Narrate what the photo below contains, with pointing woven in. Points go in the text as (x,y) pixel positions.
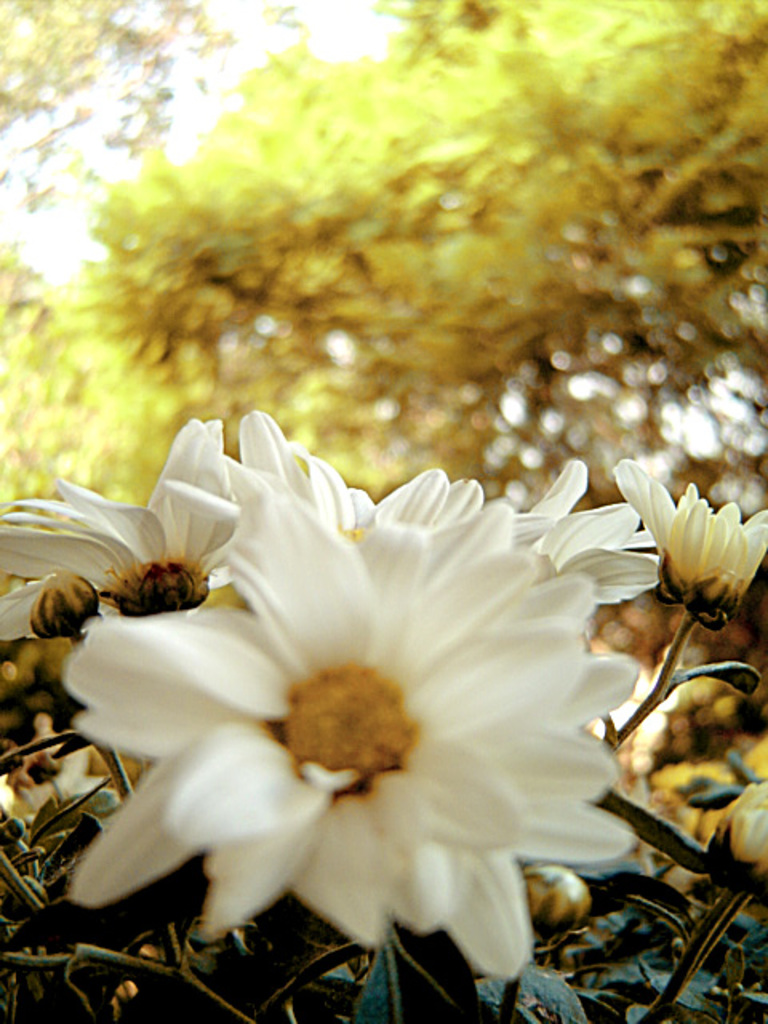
In this image there are few flowers (497,768), plants (651,972) and trees (306,250).
